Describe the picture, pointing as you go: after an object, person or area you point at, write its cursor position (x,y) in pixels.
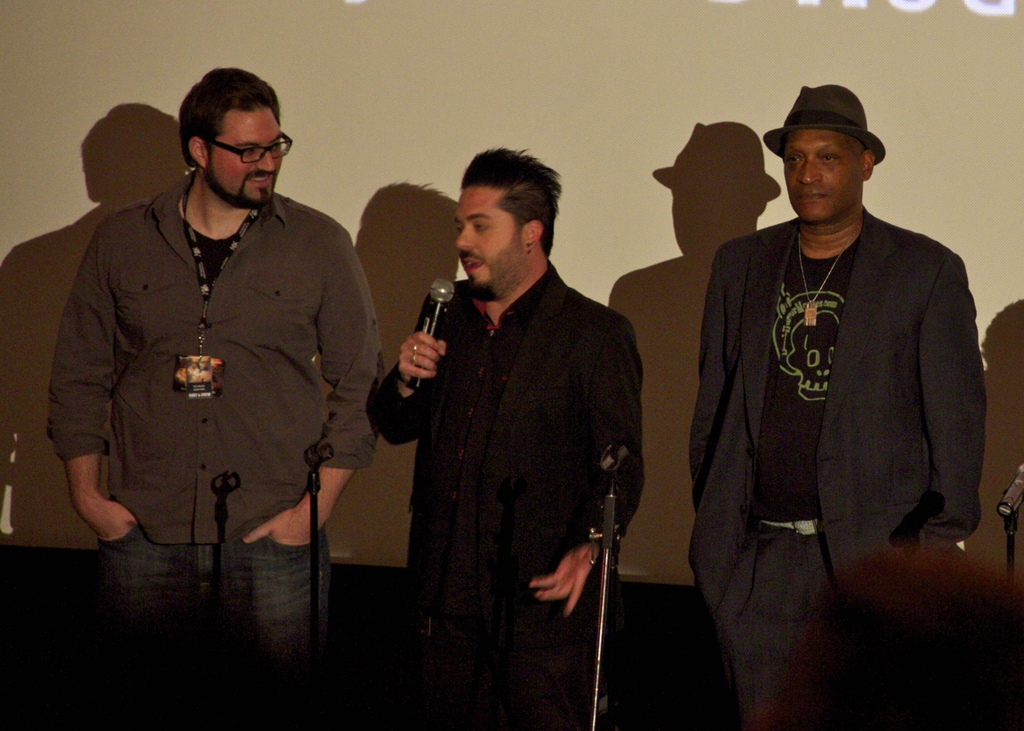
Here we can see a three persons (938,265) who are standing. The person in the center (446,452) is holding a microphone (447,284) in his hand (428,342) and he is speaking and the person (241,81) on the left side (199,96) is smiling.
